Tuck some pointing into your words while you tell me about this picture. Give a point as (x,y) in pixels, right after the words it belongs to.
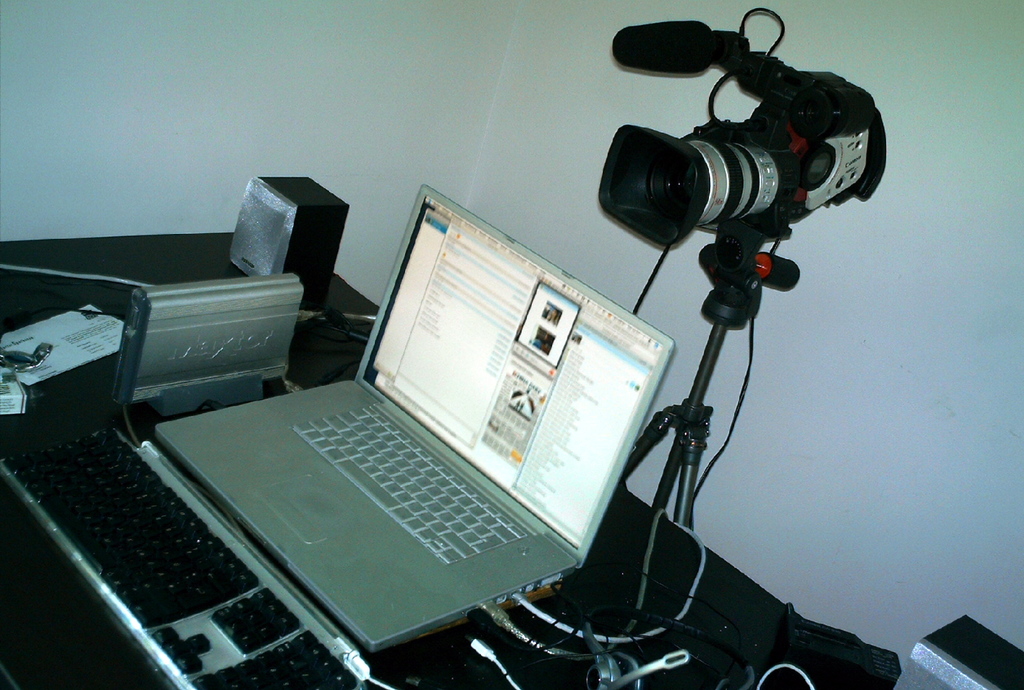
This picture is clicked inside the room (155,479). In this picture, we see a table (71,404) on which laptop (249,459), speaker boxes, cables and video camera (739,210) are placed. Behind that, we see a wall (575,145) which is white in color.
